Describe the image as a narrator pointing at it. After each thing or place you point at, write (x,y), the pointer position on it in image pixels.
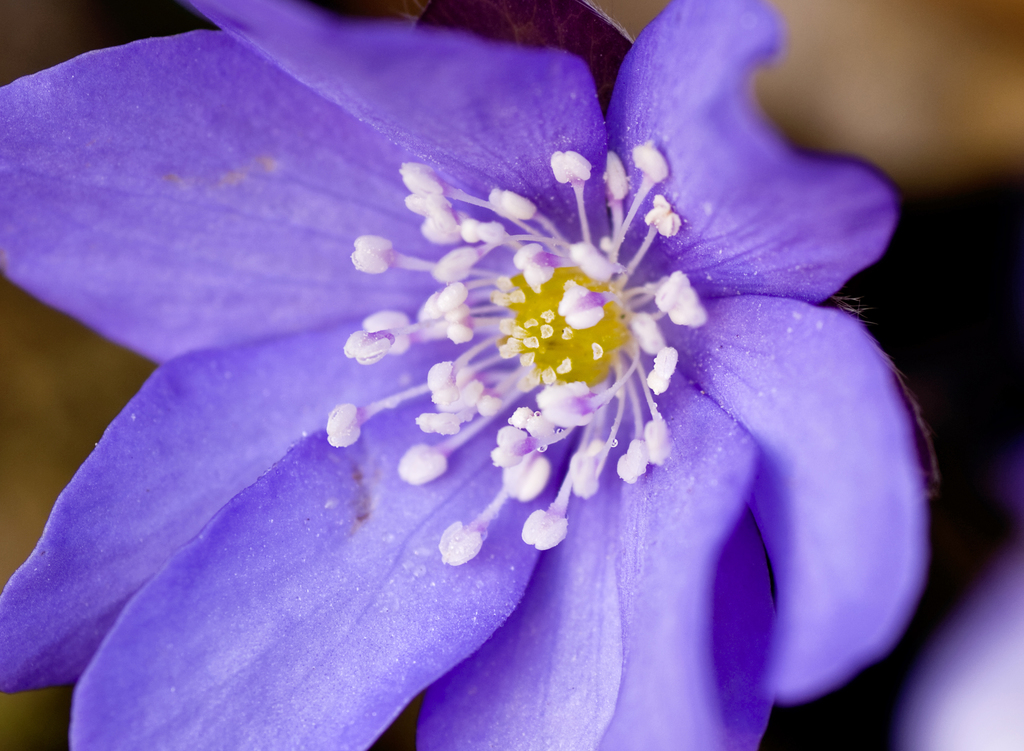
In this image we can see a purple color flower (344,449) and the background is blurred.
